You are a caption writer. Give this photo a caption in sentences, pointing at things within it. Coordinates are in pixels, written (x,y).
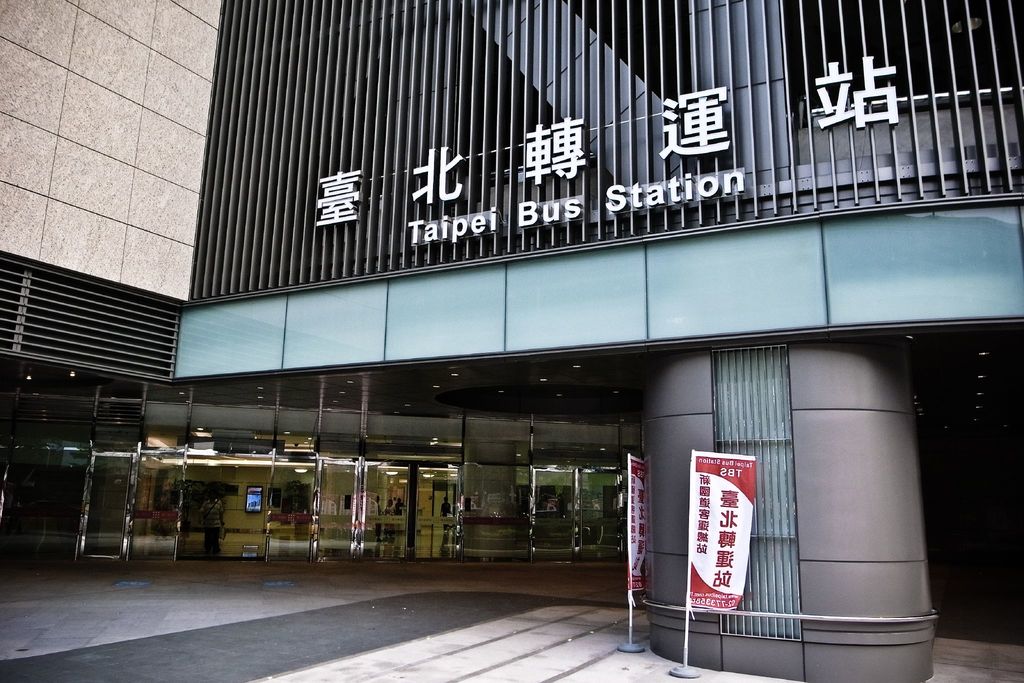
In this picture we can see a building (771,102). There are few boards (725,538) on the poles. We can see a glass (269,464). There is a person (207,534) inside the building (386,449).
